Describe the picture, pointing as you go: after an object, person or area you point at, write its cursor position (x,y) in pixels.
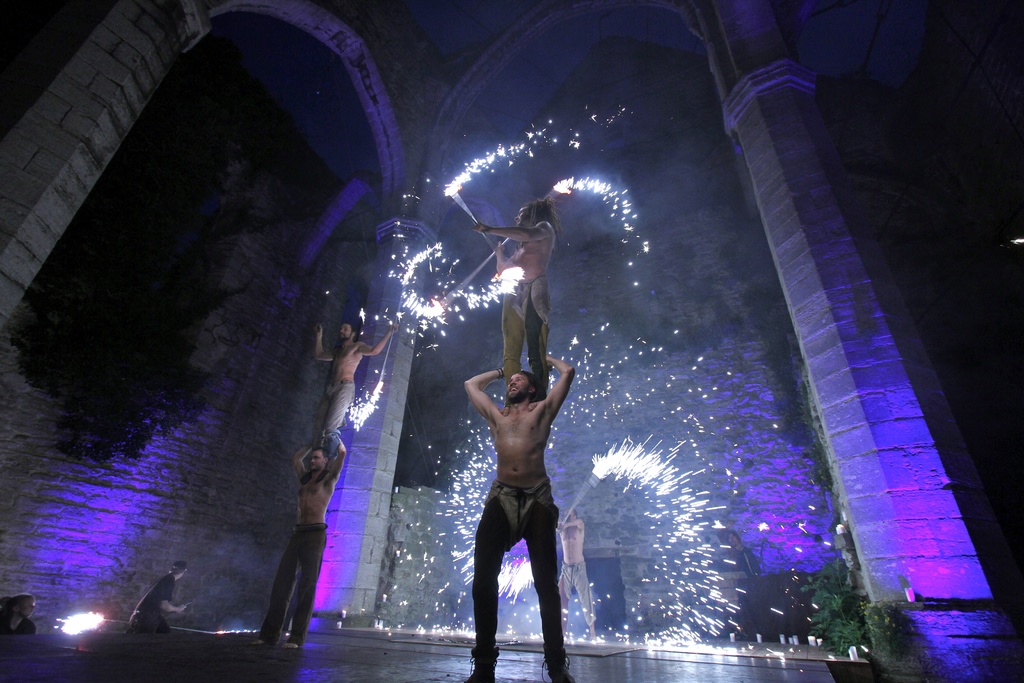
In this picture, We can see men (346,400) performing the stunt with fire (359,416) on a platform (397,642). We can see the pillars (781,136). On the left side of the men (365,343), we can see a man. On the right side of the men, we can see a plant (828,590) with the pot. Behind the men (310,490) there is a wall (286,410).
